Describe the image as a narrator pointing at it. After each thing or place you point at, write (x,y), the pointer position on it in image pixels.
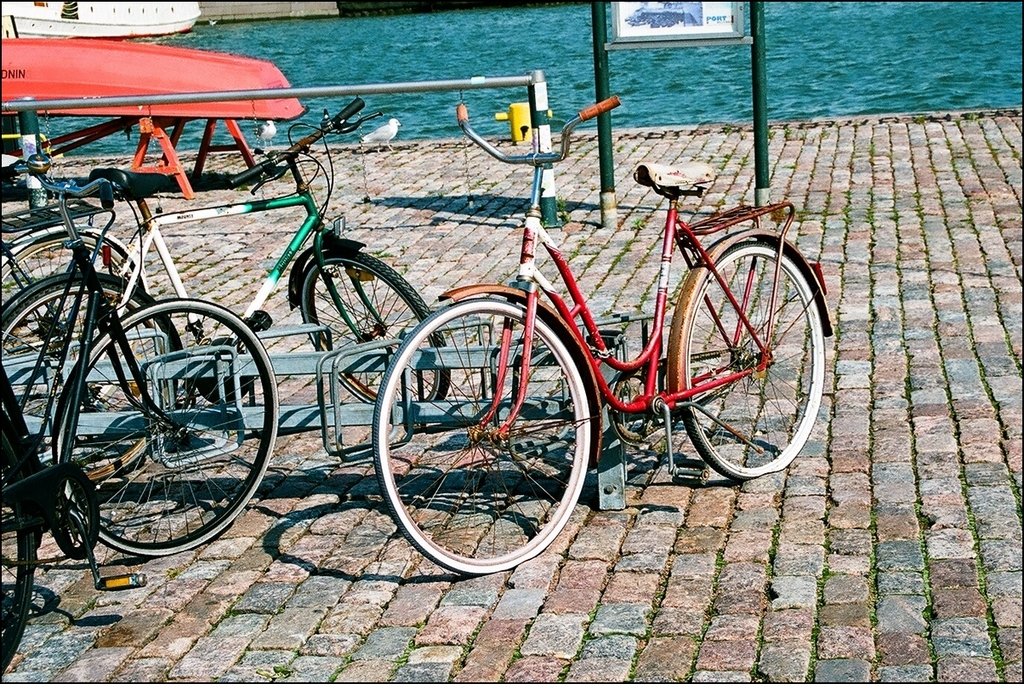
In this image, we can see some bicycles (19,261), there is water (689,52) in blue color.
